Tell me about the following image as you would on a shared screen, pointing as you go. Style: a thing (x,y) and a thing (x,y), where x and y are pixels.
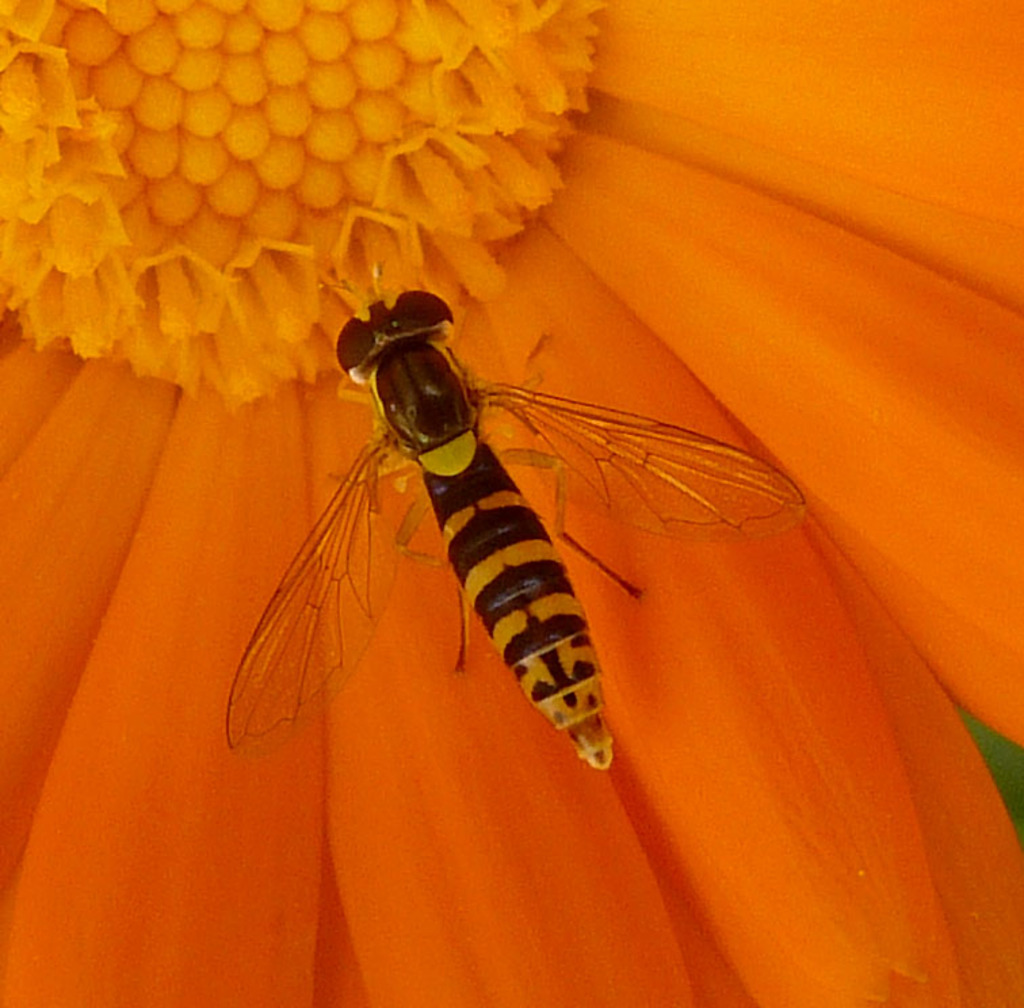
In this image there is a hoverfly (391,321) on a flower (204,519).
